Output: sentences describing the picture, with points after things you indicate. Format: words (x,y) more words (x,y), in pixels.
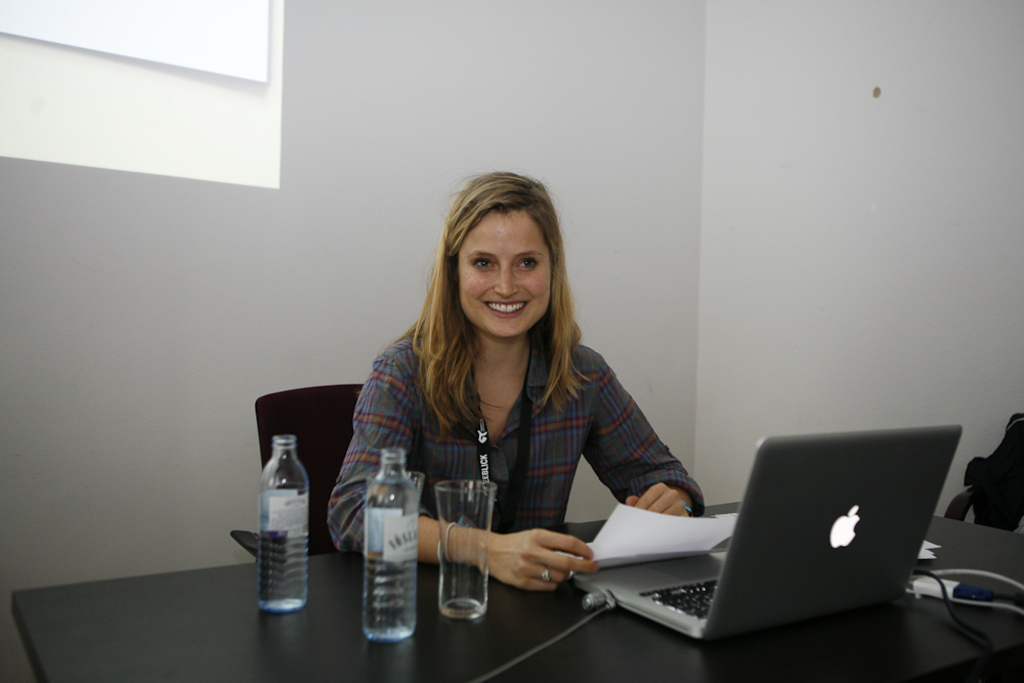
This woman (499,357) is sitting on a chair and holds smile and paper (669,537). On this table (142,631) there are bottles (387,540), glass (475,532), laptop (661,578) and cables (968,588).
